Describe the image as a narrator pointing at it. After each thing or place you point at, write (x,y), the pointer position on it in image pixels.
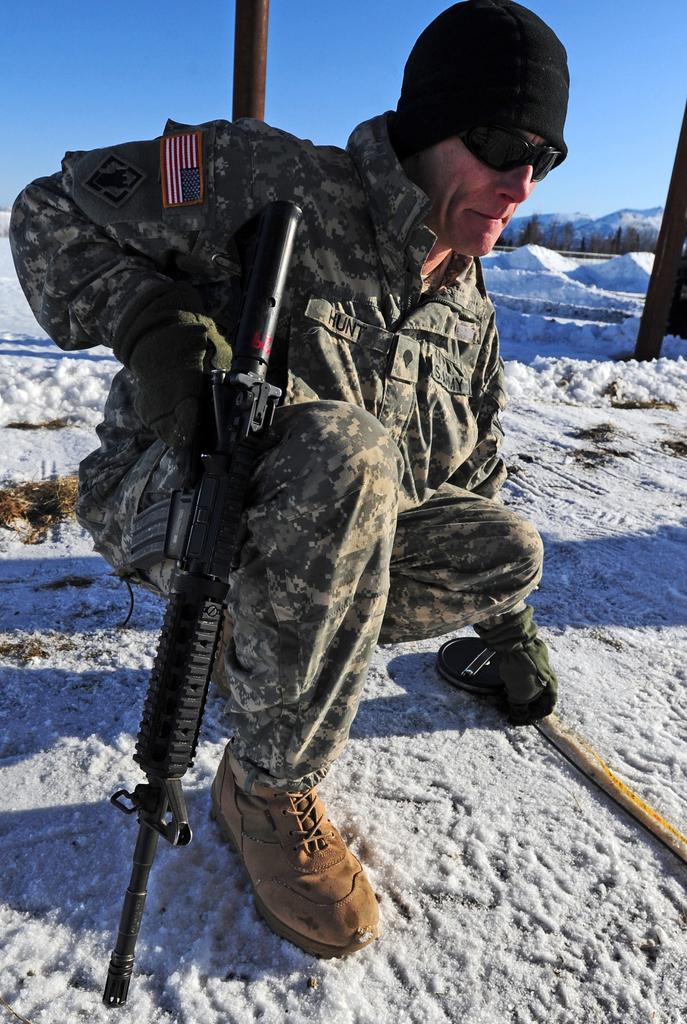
In the picture there is a soldier (322,821), he is sitting in a squatting position on the ice (360,812) and holding a weapon (187,635) in one of his hands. Behind the soldier (449,334) the total land (564,337) is covered with a lot of snow (597,279).
